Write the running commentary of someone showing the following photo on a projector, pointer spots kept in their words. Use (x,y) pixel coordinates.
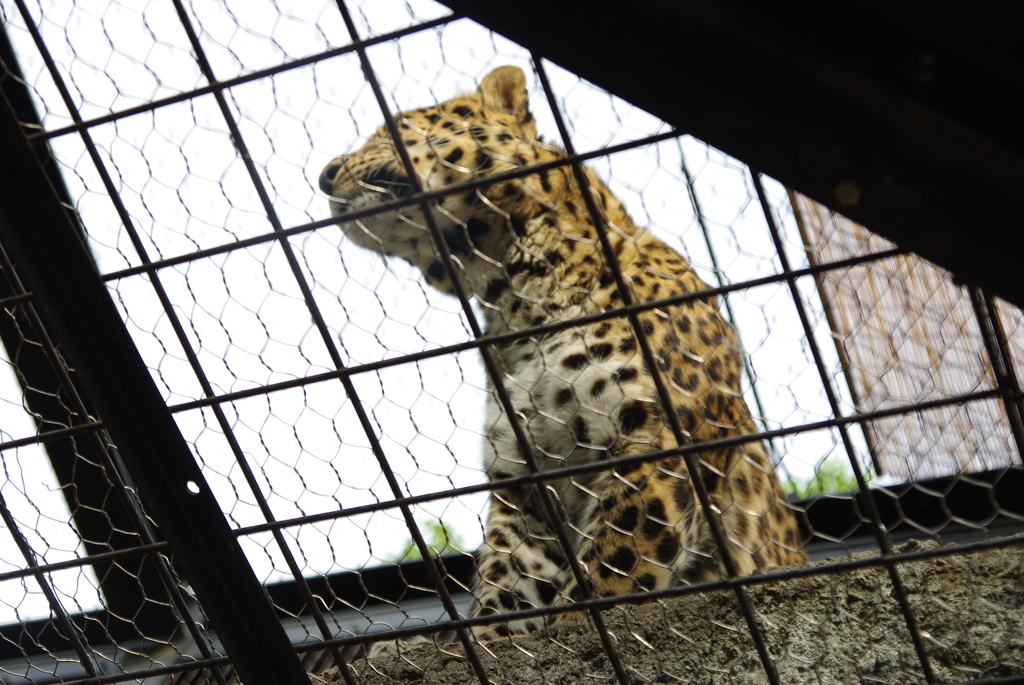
In this image there is a fencing (699,590), behind the fencing (697,477) there is a leopard (510,90).
